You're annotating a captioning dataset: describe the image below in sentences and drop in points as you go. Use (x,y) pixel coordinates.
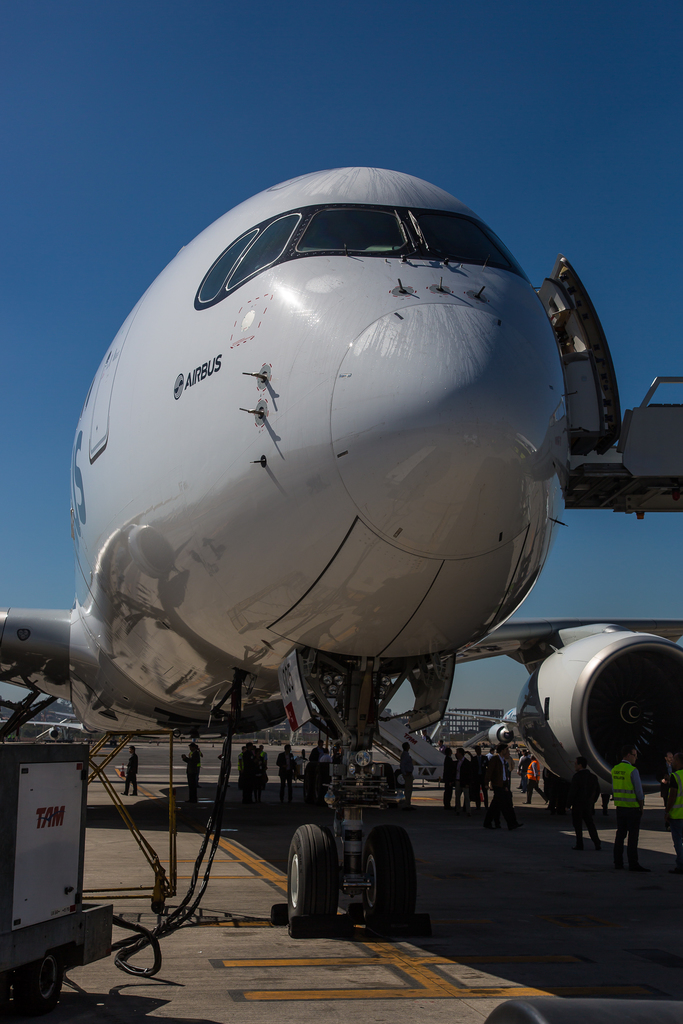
Here we can see an aeroplane (211,361) on the road (225,812) and at the bottom (448,777) there are few persons (448,768) standing and walking on the road (214,896) and on the left (30,865) there is a vehicle (56,881) and cables (125,921). In the background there is a building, trees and the sky (576,87).
